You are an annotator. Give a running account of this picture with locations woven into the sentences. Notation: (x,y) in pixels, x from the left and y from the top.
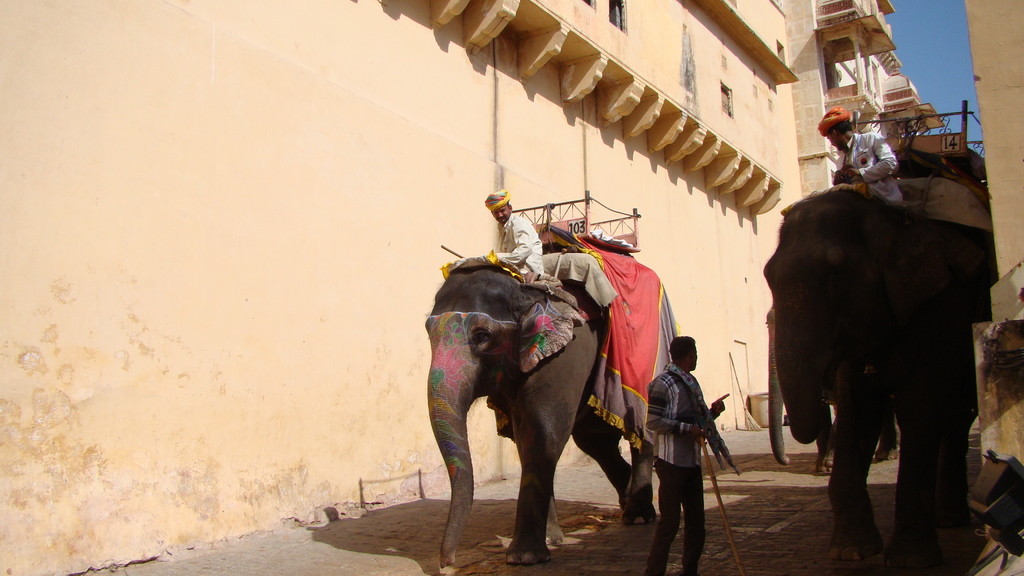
Here in this picture we can see two elephants (488,296) present on the ground (722,436) and we can also see men (516,258) sitting on the elephant (812,233) and in the middle (667,367) we can see a man (661,381) standing and beside that we can see buildings (441,232) present and we can see windows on the building (839,93) and we can see the sky (916,35) is clear.
